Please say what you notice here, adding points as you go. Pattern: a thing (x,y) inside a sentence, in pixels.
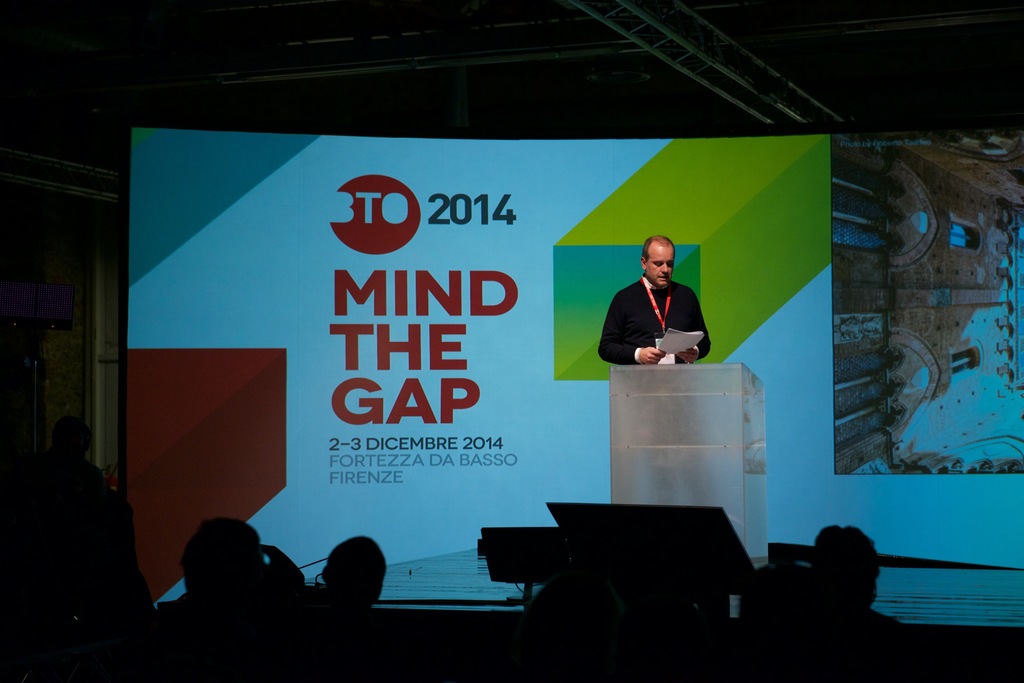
In this image we can see a few people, a man (642,311) is standing on the stage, he is holding papers (674,338), in front of him there is a podium (700,425), behind to him there is a board (508,258) with text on it, also we can see the screen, there are some electronic objects (646,543) on the stage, also we can see the roof (518,41).
